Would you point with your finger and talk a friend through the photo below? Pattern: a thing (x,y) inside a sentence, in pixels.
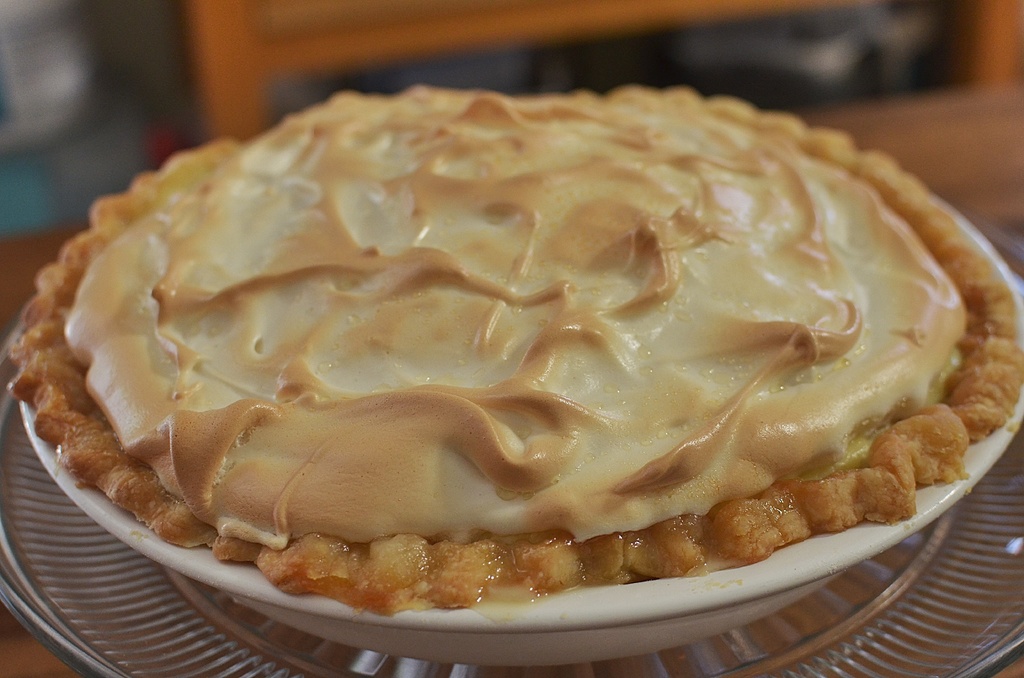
In the picture we can see a bowl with a cake (77,262) and cream (619,413) on it and in the background (911,93) we can see a wooden plank (972,16).
